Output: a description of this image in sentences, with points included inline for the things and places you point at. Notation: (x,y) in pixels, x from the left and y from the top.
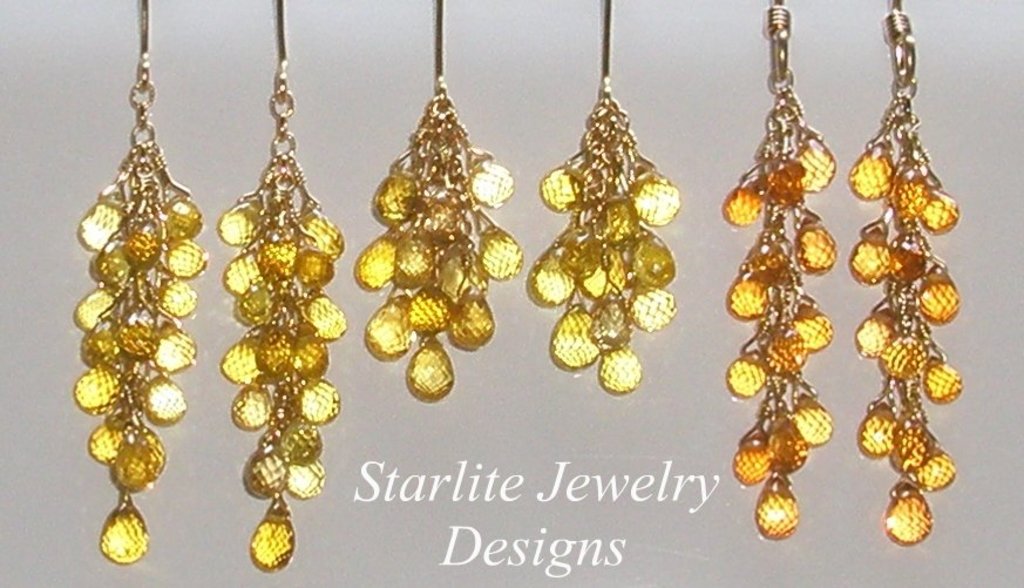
As we can see in the image there are decorative items (615,297) and at the bottom (450,554) there is something written.
